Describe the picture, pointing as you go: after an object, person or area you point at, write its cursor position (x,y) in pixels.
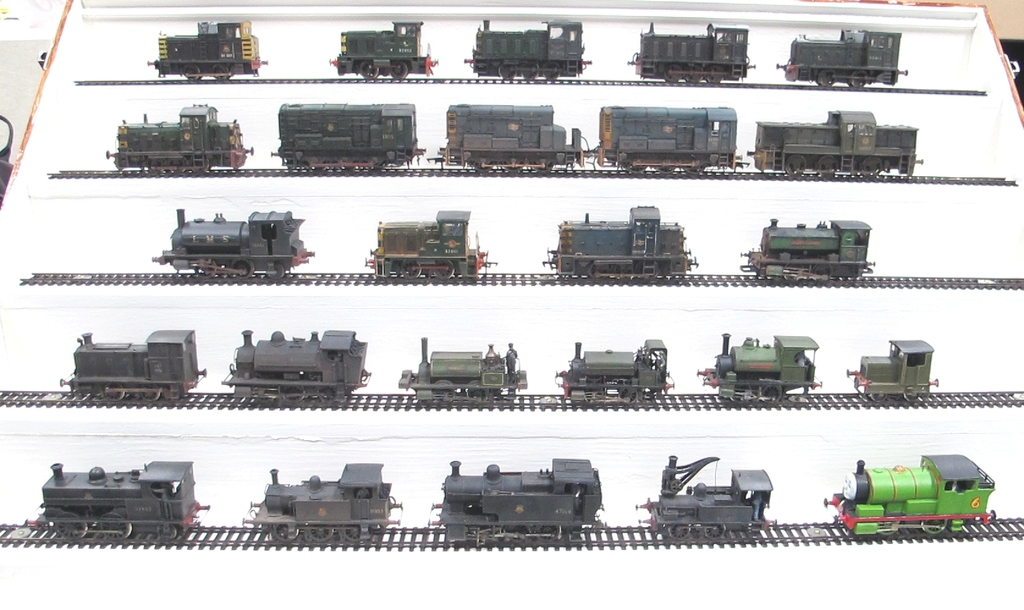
In this picture I can see the toy set of train engines (275,267) and tracks (129,402).
